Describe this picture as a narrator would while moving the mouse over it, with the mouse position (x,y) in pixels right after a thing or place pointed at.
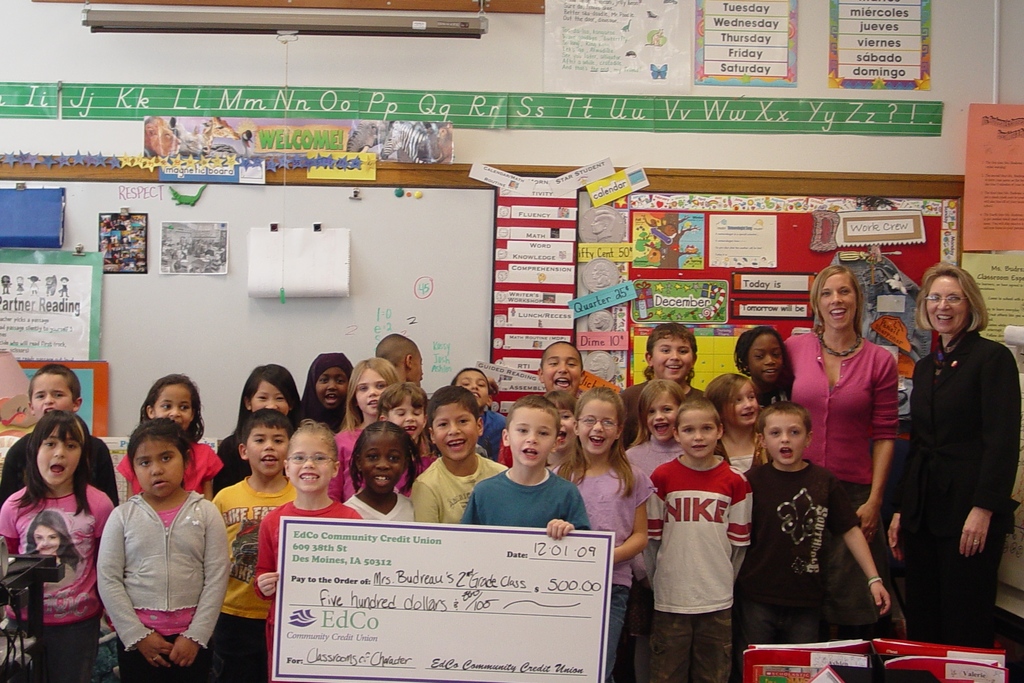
In this image there are group of persons (580,459) standing, there are persons (547,473) holding a board (511,600), there is text (426,579) on the board (464,609), there is an object (747,670) truncated towards the bottom of the image (859,659), there are object (22,257) truncated towards the left of the image (30,294), there is a board (390,277) behind the persons (353,475), there are objects (123,236) on the board (248,349), there is the wall (388,65), there are objects (585,99) on the wall (496,132), there are objects (985,180) truncated towards the right of the image (977,166).
